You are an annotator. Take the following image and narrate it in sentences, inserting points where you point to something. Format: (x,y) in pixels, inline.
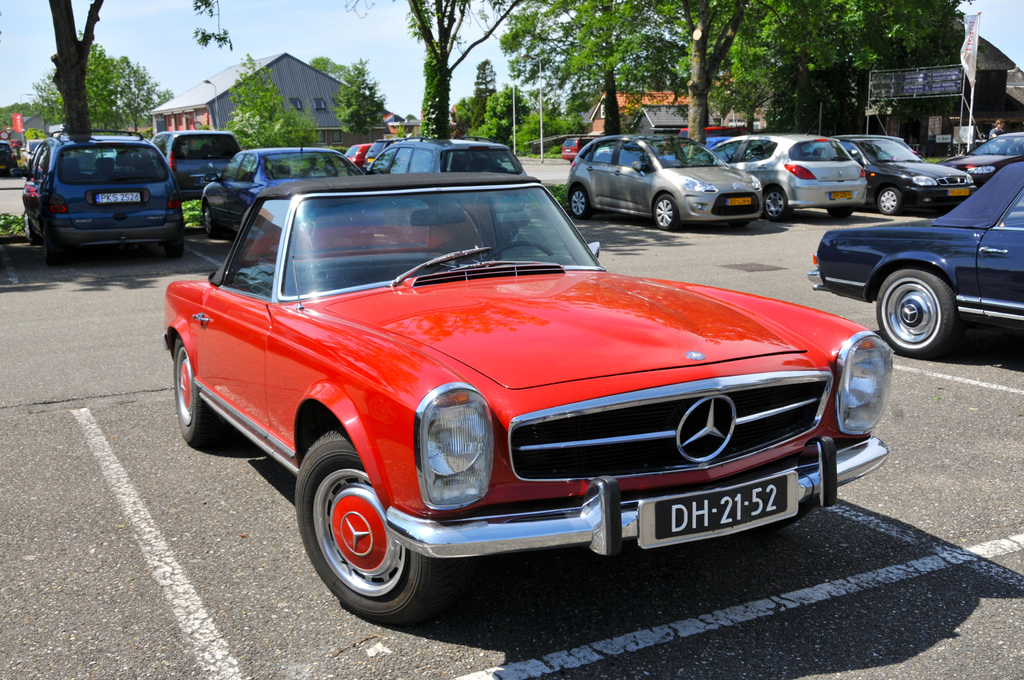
In this picture we can see some vehicles (568,277) are in one place, around we can see some houses (276,85), trees (556,110).
